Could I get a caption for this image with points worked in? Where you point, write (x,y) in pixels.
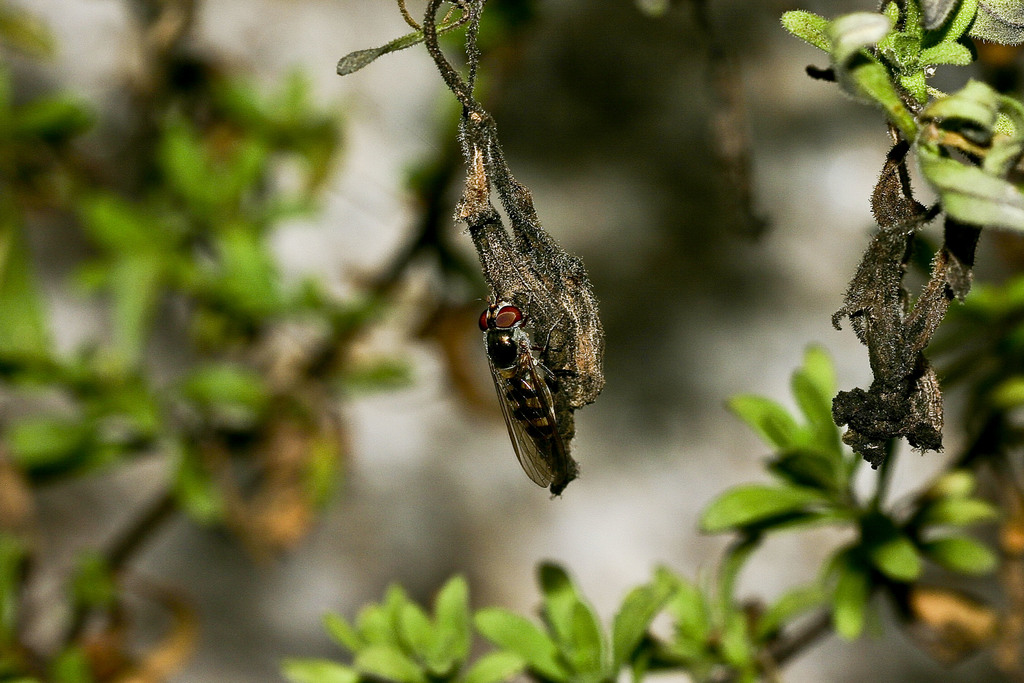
This picture is clicked outside. In the center (563,326) we can see a fly (518,322) on an object (585,345) and we can see the green leaves (811,508) and some other objects (895,286). The background of the image (274,140) is blurry.
